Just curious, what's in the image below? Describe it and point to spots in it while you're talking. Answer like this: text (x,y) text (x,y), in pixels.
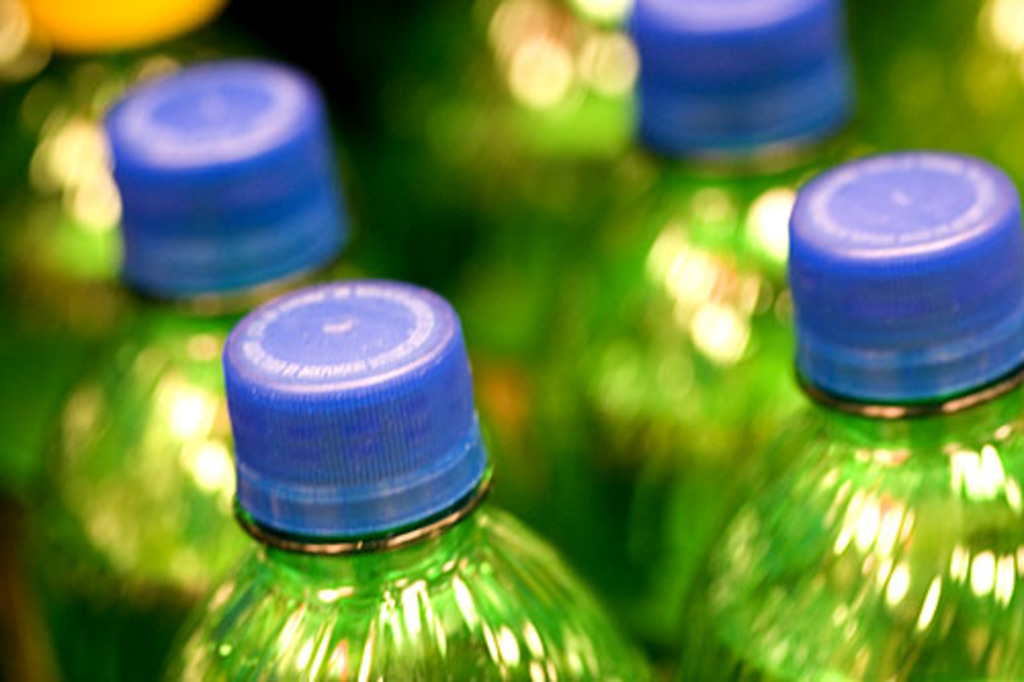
There are many green bottles (809,442) in the image. The bottles (131,138) are having blue cap (276,142).
